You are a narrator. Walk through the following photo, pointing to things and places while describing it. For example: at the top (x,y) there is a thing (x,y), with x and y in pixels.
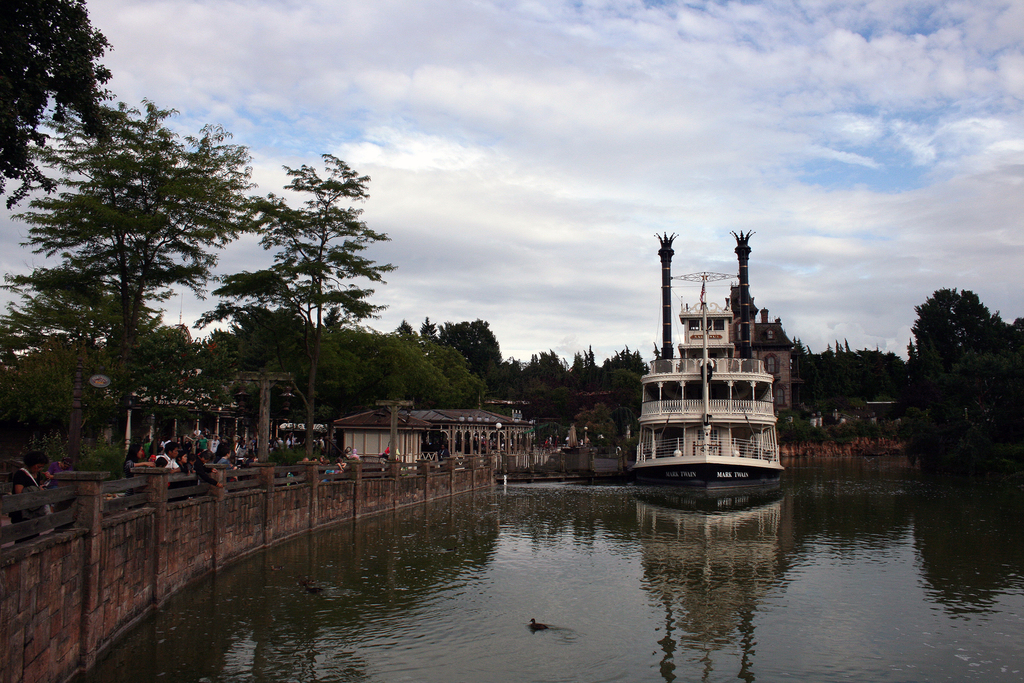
In the foreground of this picture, there is a path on which few persons (161,463) are standing and there is a boat (743,447) on the water (766,584). In the background (536,389), there are poles (499,454), trees (560,430), few buildings (779,382), sky (675,111) and the cloud (600,93).
